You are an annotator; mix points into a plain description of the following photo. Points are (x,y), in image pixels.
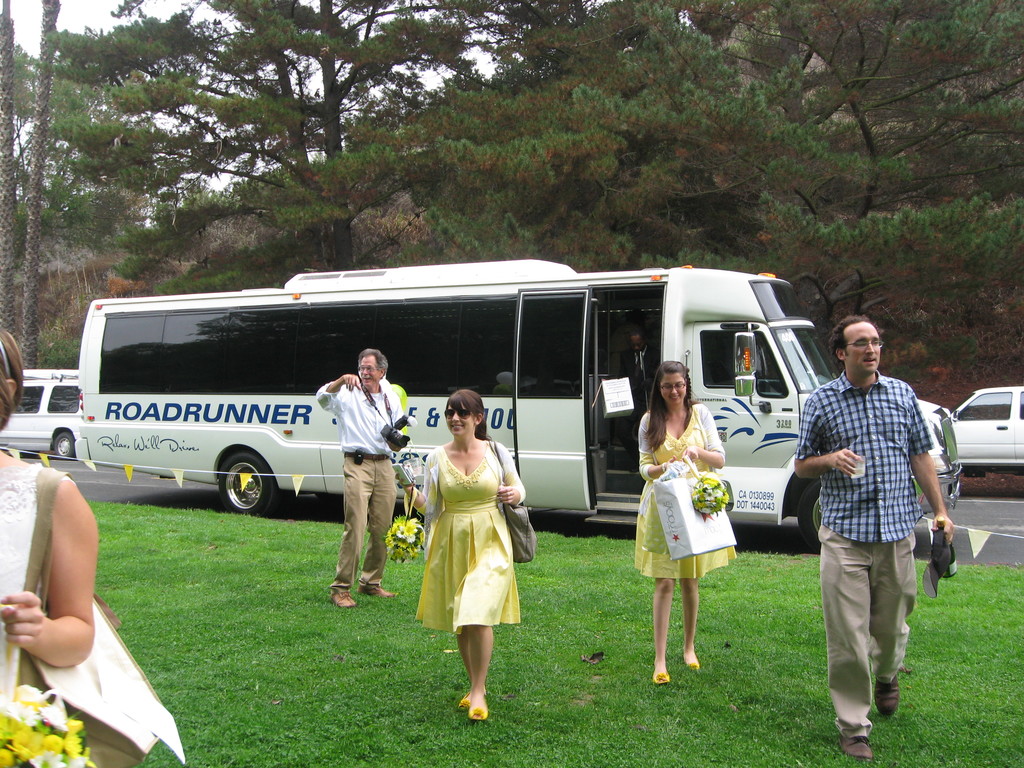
This picture is clicked outside the city. Here, we see people (694,651) walking on the grass (532,603). The woman (438,516) in the yellow dress (496,544) is wearing goggles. Behind her, the man (361,417) in the white shirt (354,432) is wearing a camera (404,438) around his neck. Behind him, we see a white bus (250,382). Behind the bus (463,368), we see cars (74,400) moving on the road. There are trees (26,357) in the background (24,344).
